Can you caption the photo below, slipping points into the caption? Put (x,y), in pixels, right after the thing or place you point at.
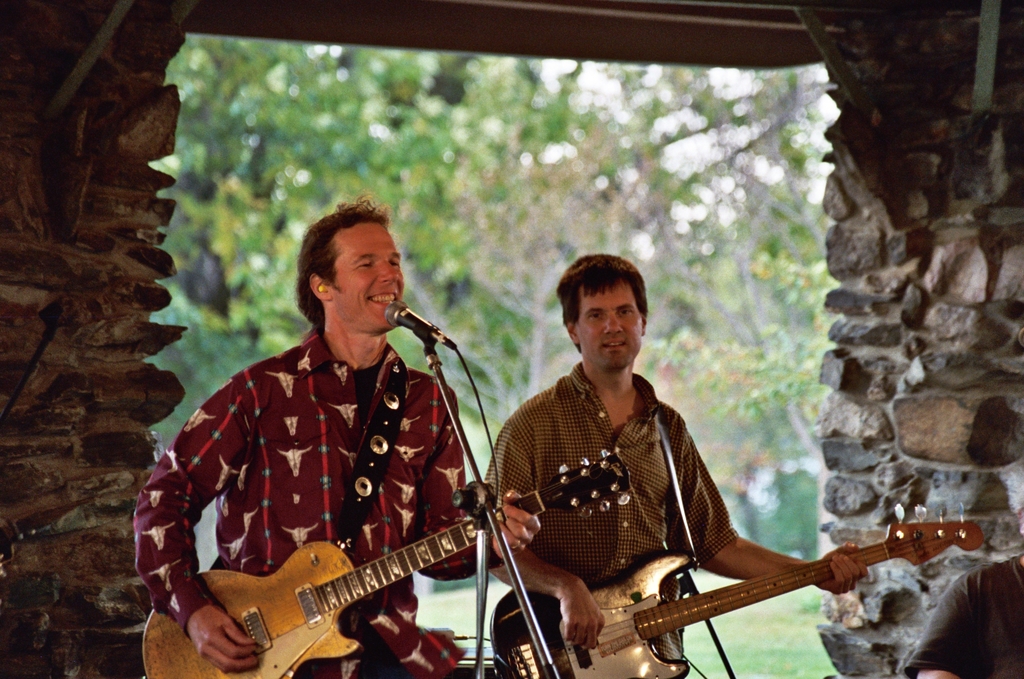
In this image i can see two persons (388,478) holding a guitar (322,581) and singing in front of a micro phone (416,314), at the back ground (293,231) i can see a wall (129,218), a tree (349,166) and a sky (614,83).
